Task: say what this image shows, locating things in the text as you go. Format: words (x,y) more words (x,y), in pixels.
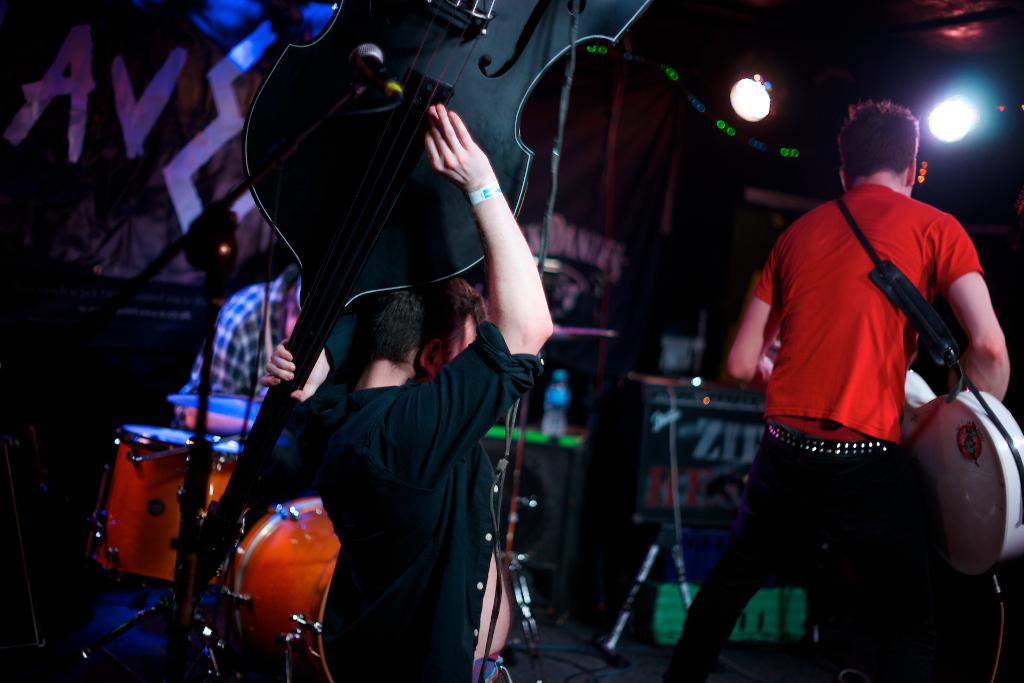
In this image there are three persons (515,364) who are playing musical instruments (351,310).
